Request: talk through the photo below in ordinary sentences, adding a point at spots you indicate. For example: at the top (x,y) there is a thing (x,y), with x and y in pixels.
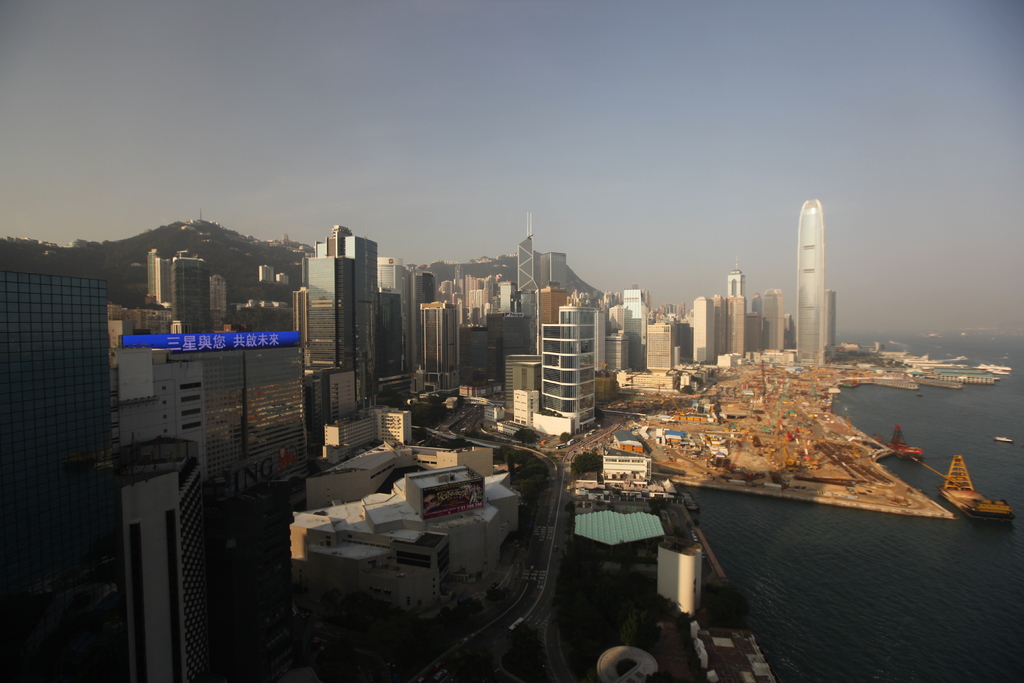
In this image we can see buildings (338,430), harbor (887,490), ships (947,494), water (932,544), hills (58,262), road (560,470), vehicles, sky (576,167) and clouds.
